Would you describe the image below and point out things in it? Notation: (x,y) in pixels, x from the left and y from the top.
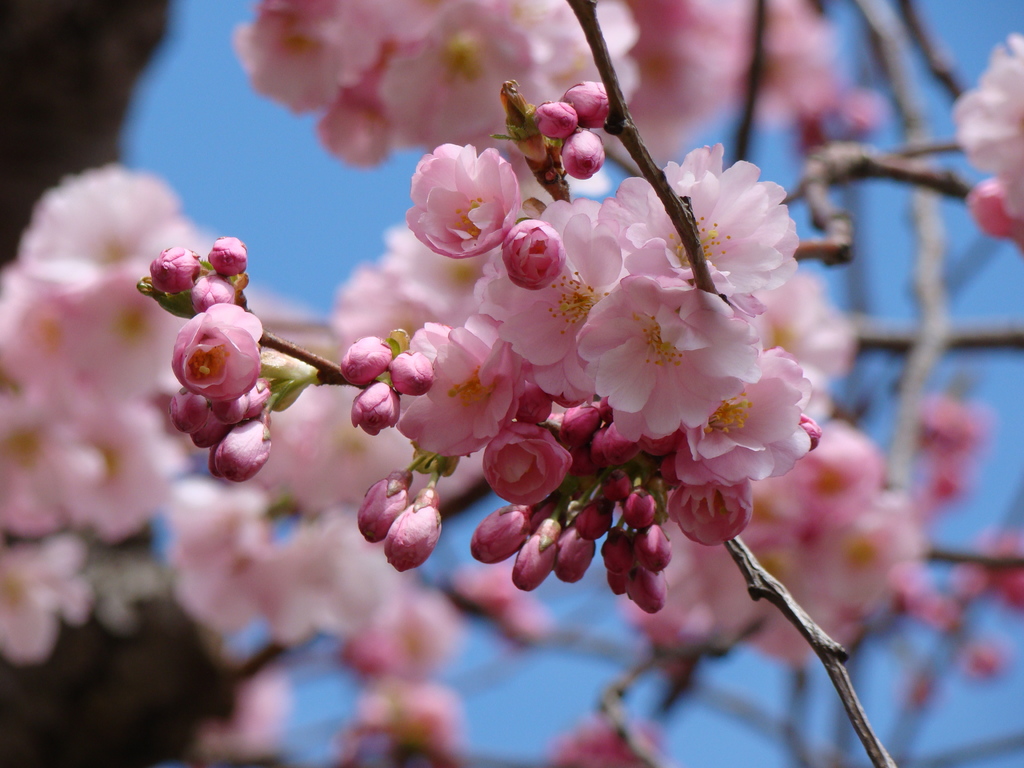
In this image there are flowers (492,284).
